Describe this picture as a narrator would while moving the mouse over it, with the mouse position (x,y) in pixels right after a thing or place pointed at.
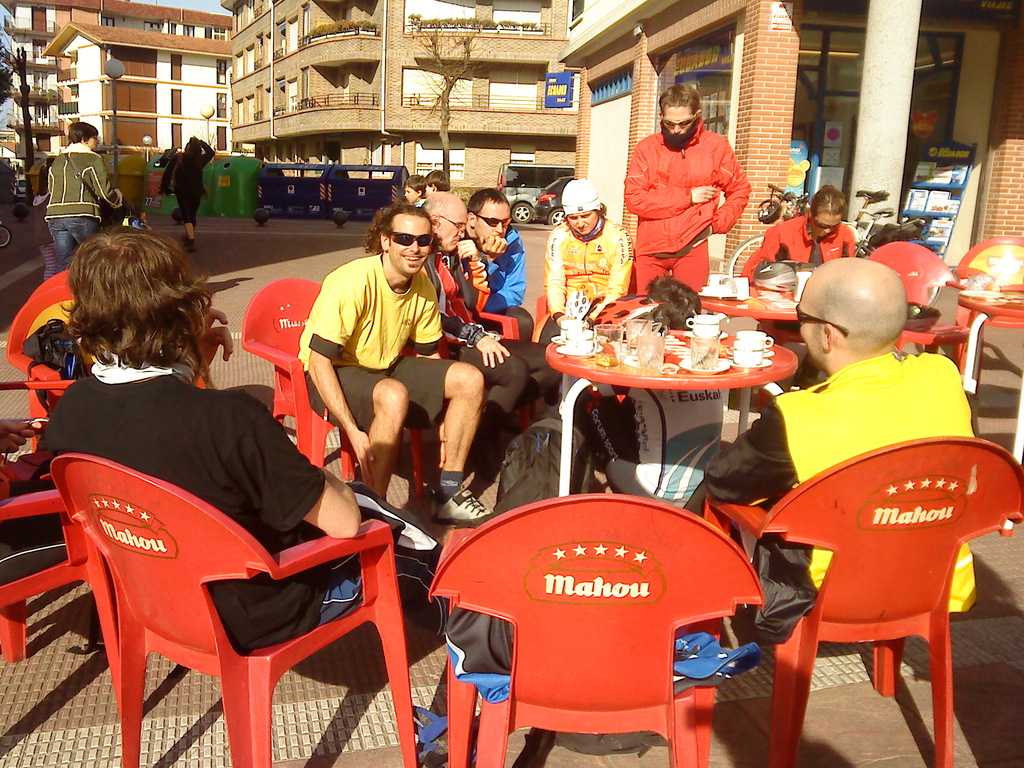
In this picture we can see group of people (141,362) sitting on chair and in front of them there is table (707,381) and on table (743,375) we can see glass (703,353), cup (743,361), saucer (718,367), box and in background (743,232) we can see building (599,53) with windows (120,99), balcony (331,102), pole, light (112,62), vehicles (533,180), pillar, book stand (934,216).
